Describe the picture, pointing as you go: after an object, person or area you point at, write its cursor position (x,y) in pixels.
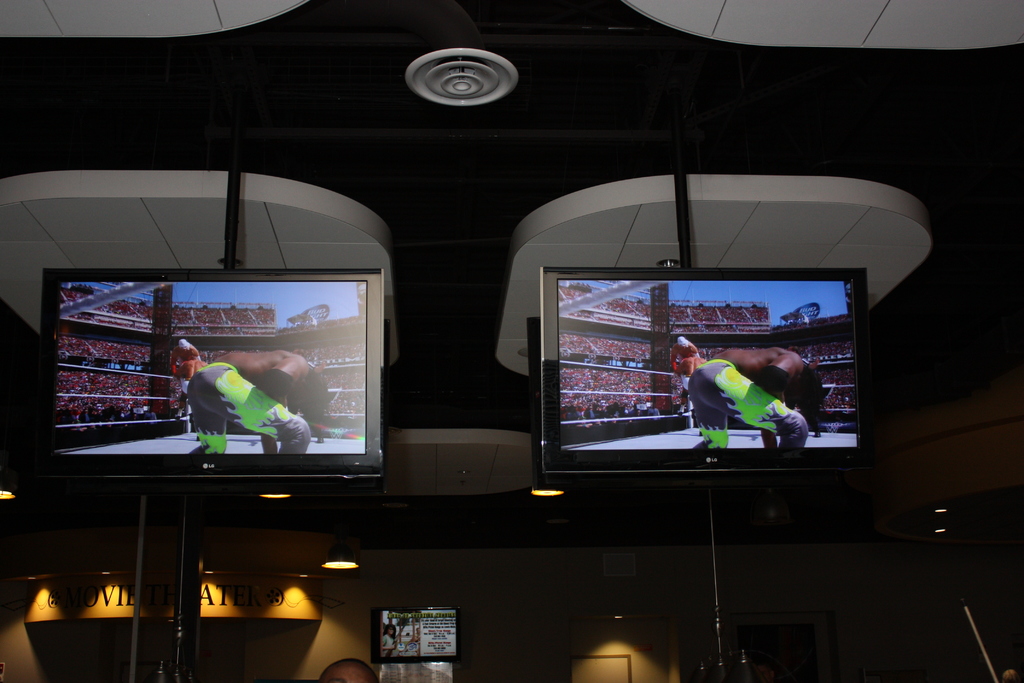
In this image there is a wall (216,554), for that wall (369,639) there is a frame (405,632) and some text (233,602), at the top (108,47) there is a ceiling (532,130) and there are two monitors (578,280), on that monitors (667,394) there are pictures (689,336).
